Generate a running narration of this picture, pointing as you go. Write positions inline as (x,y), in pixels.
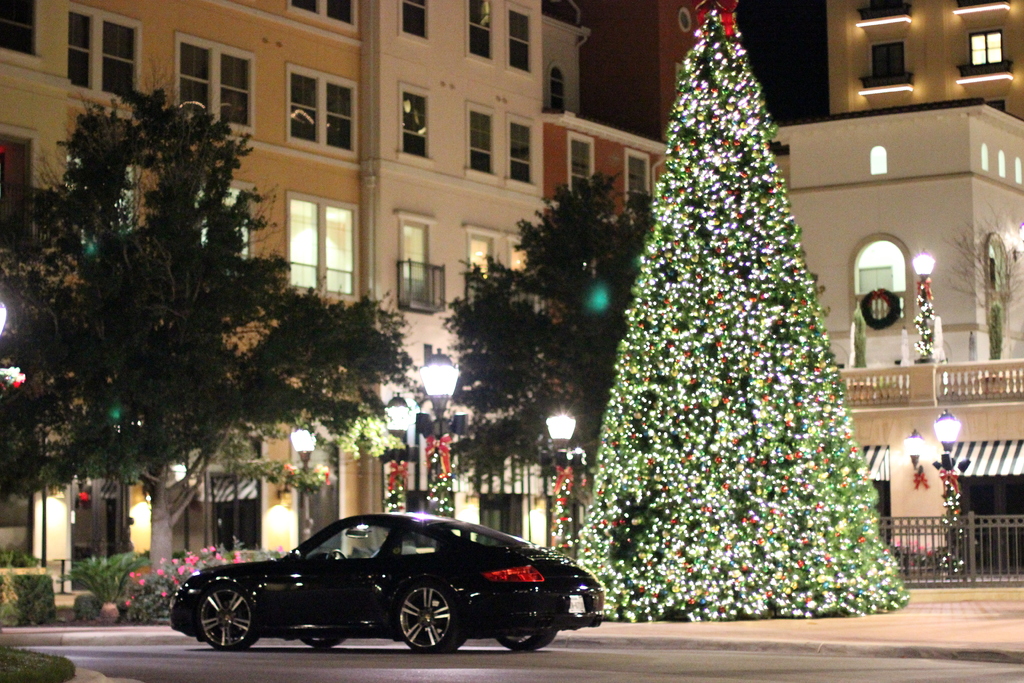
In this picture we can see a car (486,593) on the road (622,674), plants (94,566), trees (206,373), lights (920,268), fences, Christmas tree (710,433) and some objects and in the background (501,134) we can see buildings (1015,95) with windows (291,194).
